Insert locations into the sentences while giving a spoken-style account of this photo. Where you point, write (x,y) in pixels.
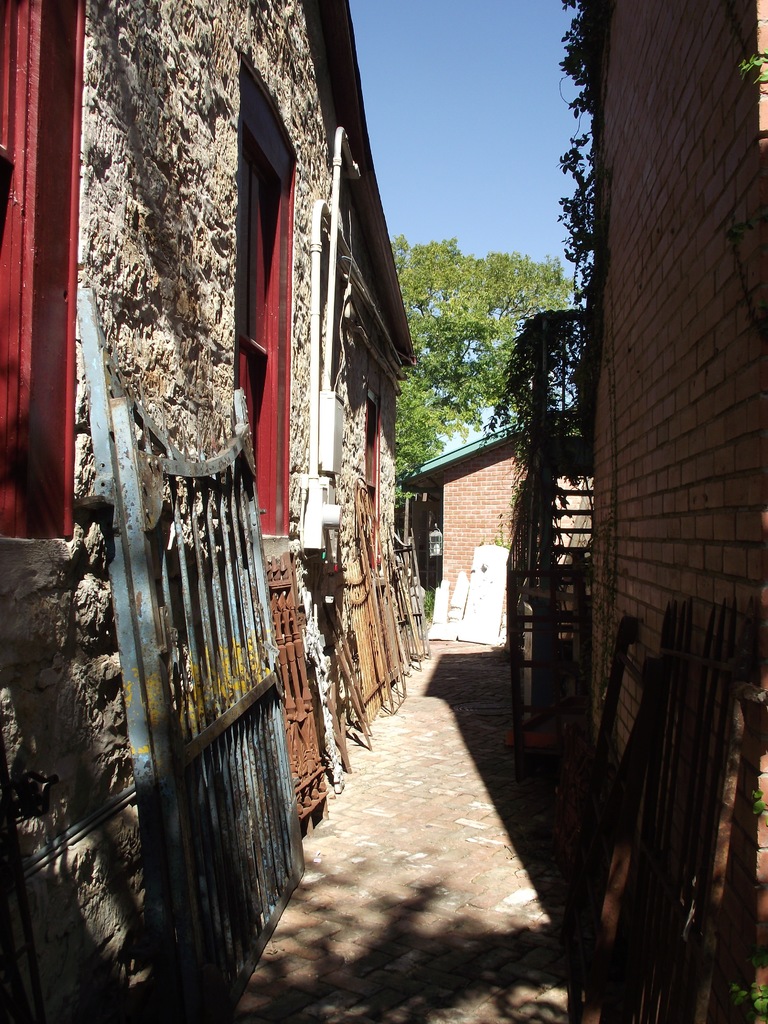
In the image we can see there are many buildings (228,341). This is a iron fencing (138,576). This is a tree (440,319) and blue sky (472,93).
